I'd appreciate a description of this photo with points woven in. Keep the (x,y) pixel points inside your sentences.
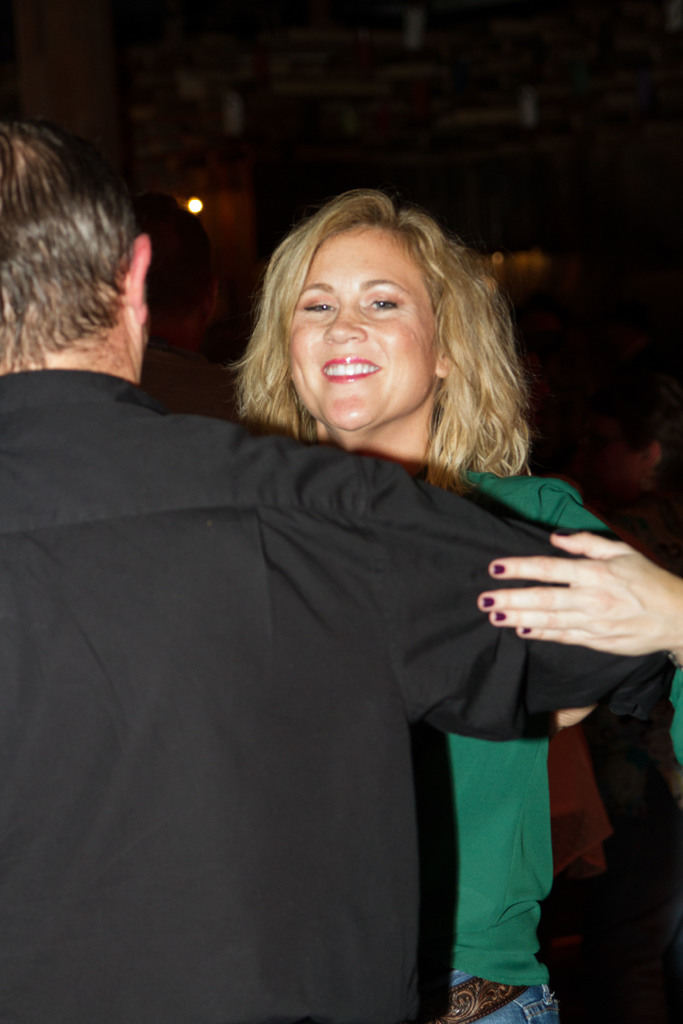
In this picture we can see few people (327,511), in the middle of the given image we can see a woman (340,325), she is smiling, and she wore a green color T-shirt (540,826), in the background (198,201) we can see a light (189,201).
